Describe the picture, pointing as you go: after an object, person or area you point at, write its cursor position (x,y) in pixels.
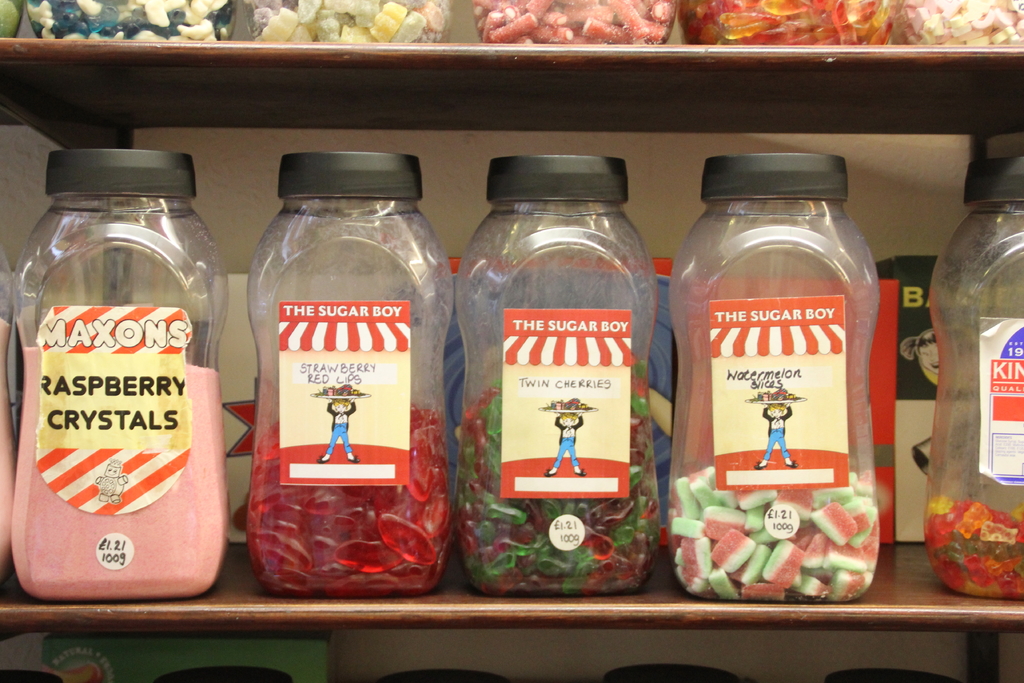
In the image there is a shelf (989,126) on shelf (989,126) we can see few bottles (812,381) on which it is labelled as 'THE SUGAR BOY'.
